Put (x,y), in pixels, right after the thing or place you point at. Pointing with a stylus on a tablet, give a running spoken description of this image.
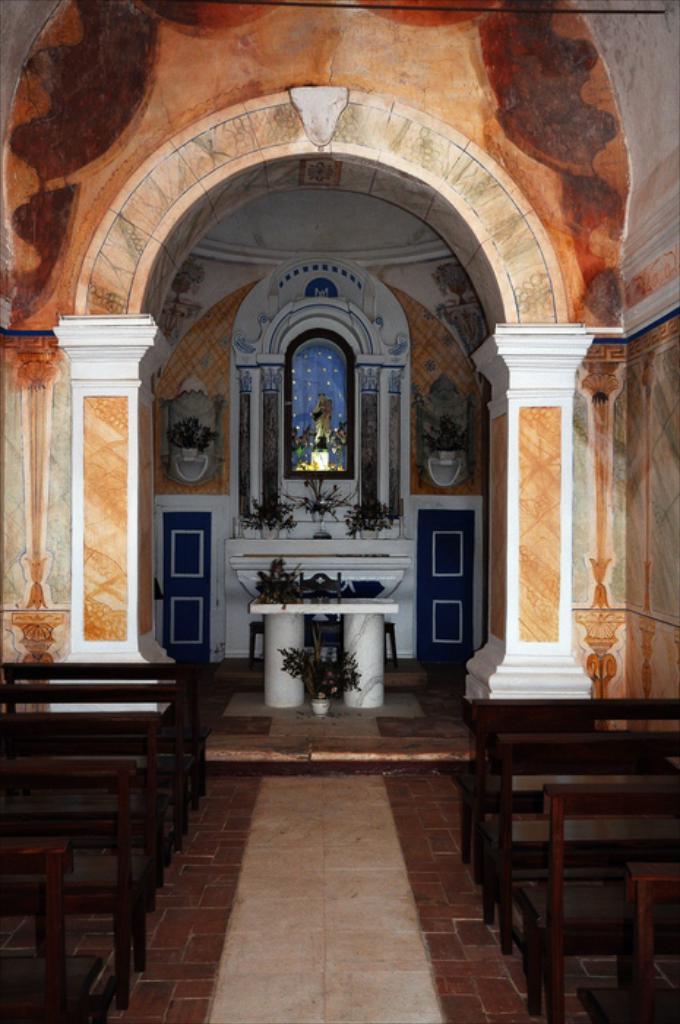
This is an inner view of a building (646,545). In this image we can see some benches (590,847) on the floor (306,719), some plants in pots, a stand (293,702) with poles (300,681), a statue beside a wall (350,500) and a roof (1,185).
